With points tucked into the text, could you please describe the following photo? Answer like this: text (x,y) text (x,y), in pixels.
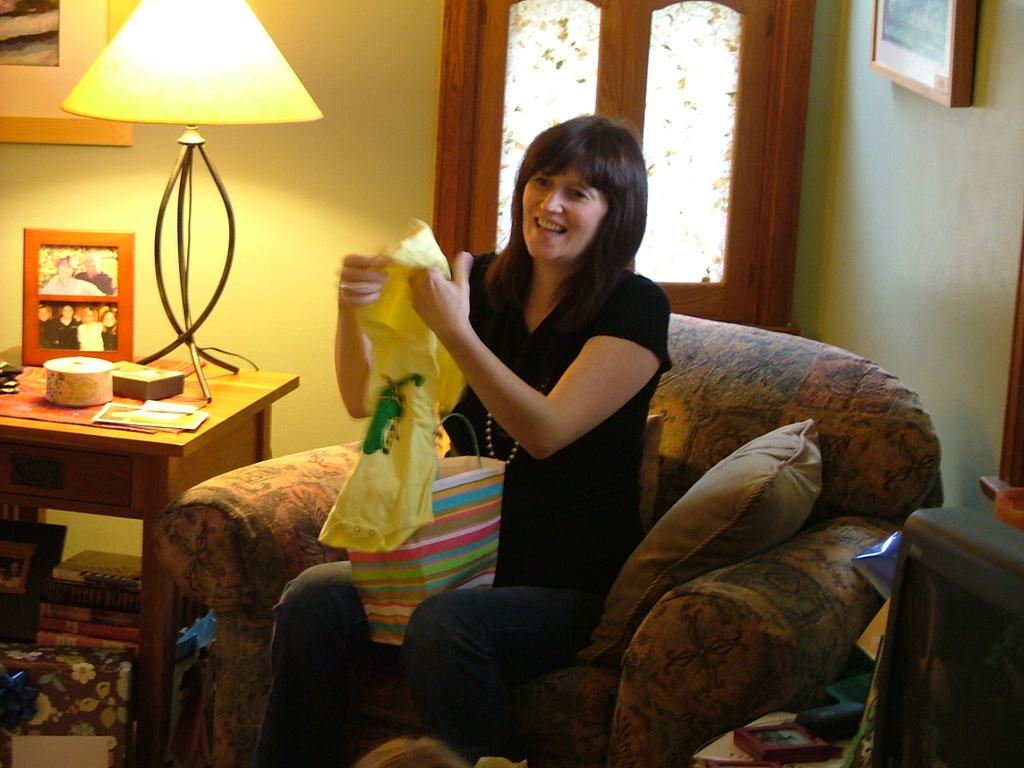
It is a closed room (923,360). A woman (581,521) is sitting on the sofa (752,575) with a cloth (425,477) in her hands (440,319) beside her there is a table (214,430) and a picture (91,336) on it and a lamp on it, behind her there is a wooden window (725,232) and a wall (912,277) beside her. She is wearing a black shirt (556,496) and jeans (449,651), she is carrying a bag (419,563) in her lap (548,602) and under the table (109,513) there are books (107,610).
